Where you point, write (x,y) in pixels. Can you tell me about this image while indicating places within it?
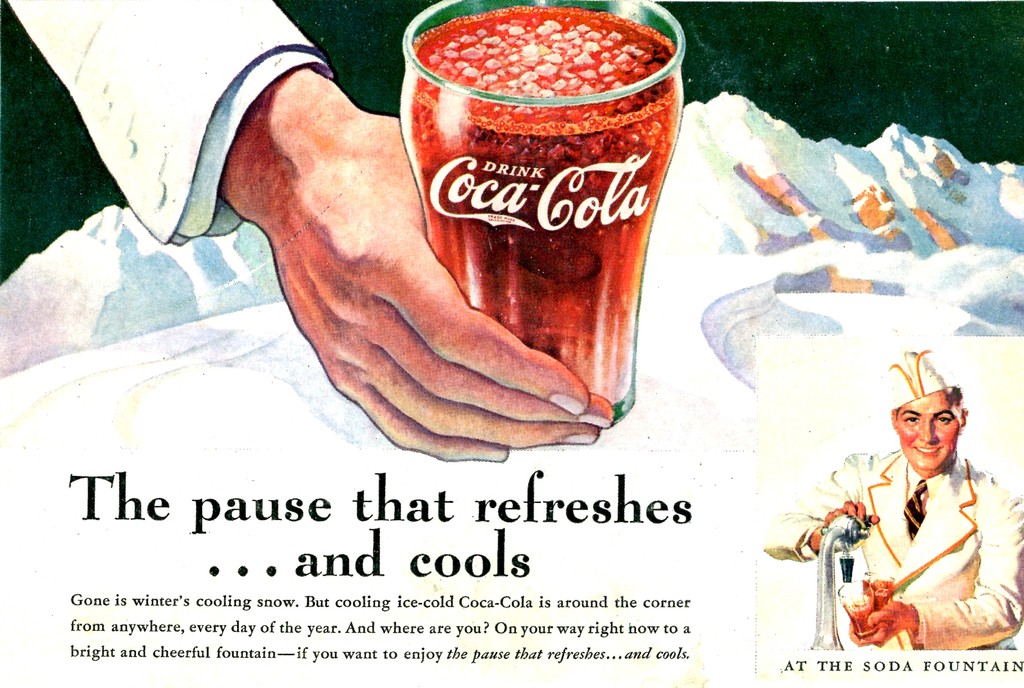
In this picture I can see a man (910,457) who is holding a glass (850,590) and a thing (831,538) in his hands (836,512) and I see that he is smiling. On the top of this picture (23,8) I can see a person's hand (334,195), who is holding a glass (493,128) and on the glass (511,209) I see few words (537,199) written. On the bottom of this picture (594,512) I see few words (308,571) written and I see that this is a depiction picture.
